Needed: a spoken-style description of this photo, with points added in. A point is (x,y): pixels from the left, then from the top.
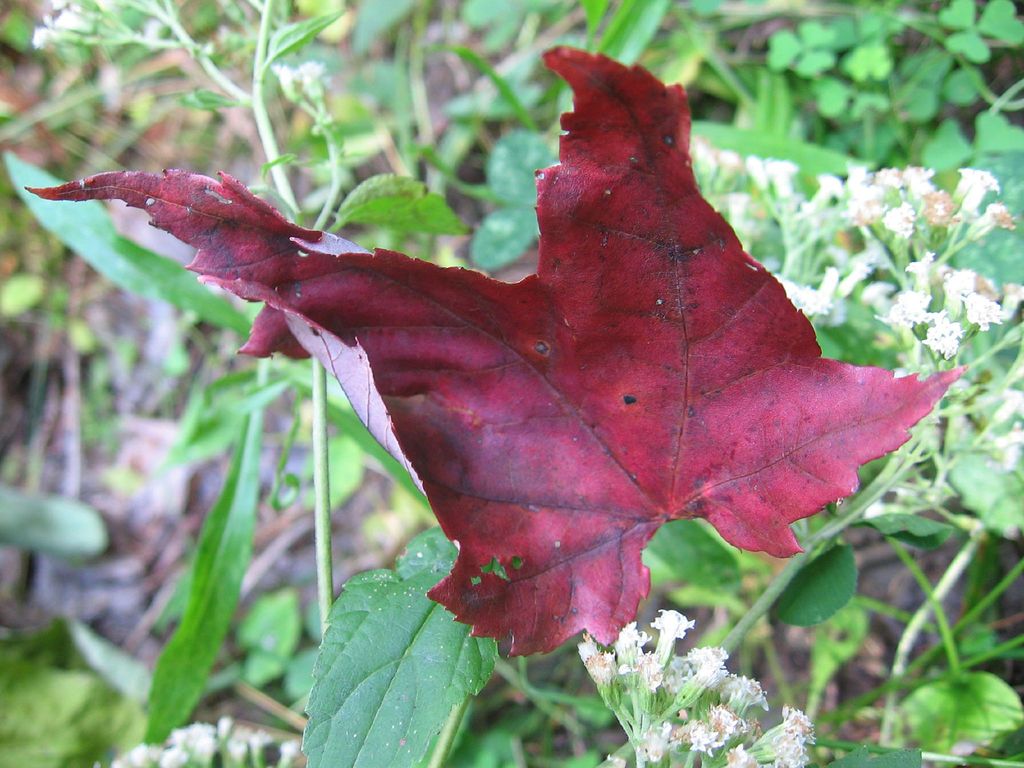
In this image I can see a leaf (620,551) in maroon color. Background (946,211) I can see few leaves (974,259) in green color and flowers (828,272) in white color.
